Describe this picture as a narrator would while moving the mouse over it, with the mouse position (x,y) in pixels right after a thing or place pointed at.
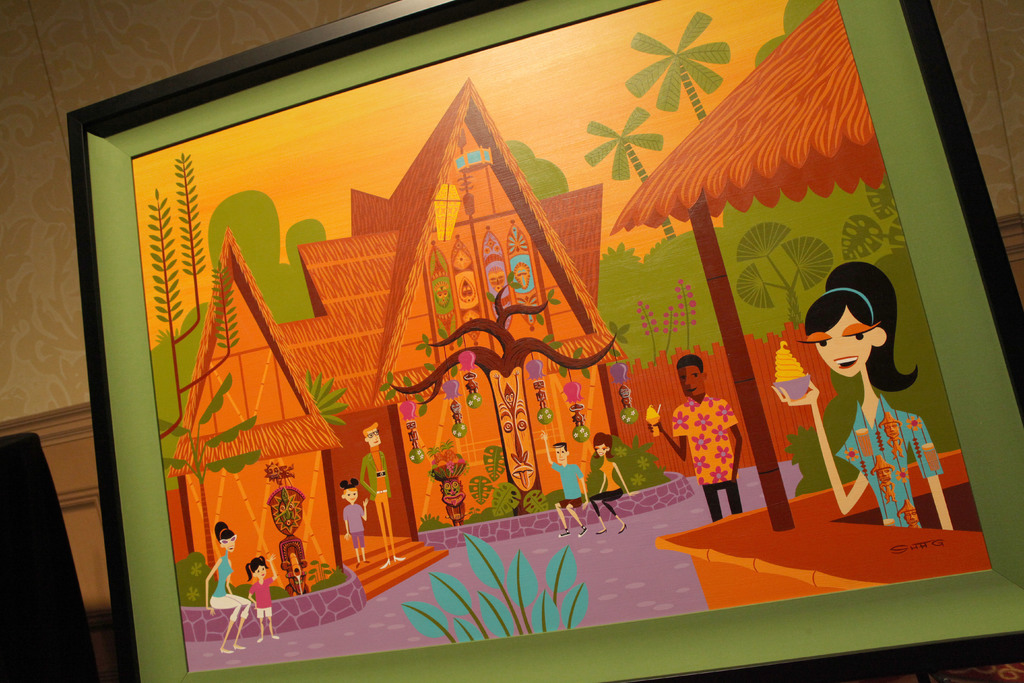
We can see frame (842,327), on this frame (861,346) we can see painting (474,485) of people (579,505) and leaves (499,561), behind this frame (112,230) we can see wall (111,41).
